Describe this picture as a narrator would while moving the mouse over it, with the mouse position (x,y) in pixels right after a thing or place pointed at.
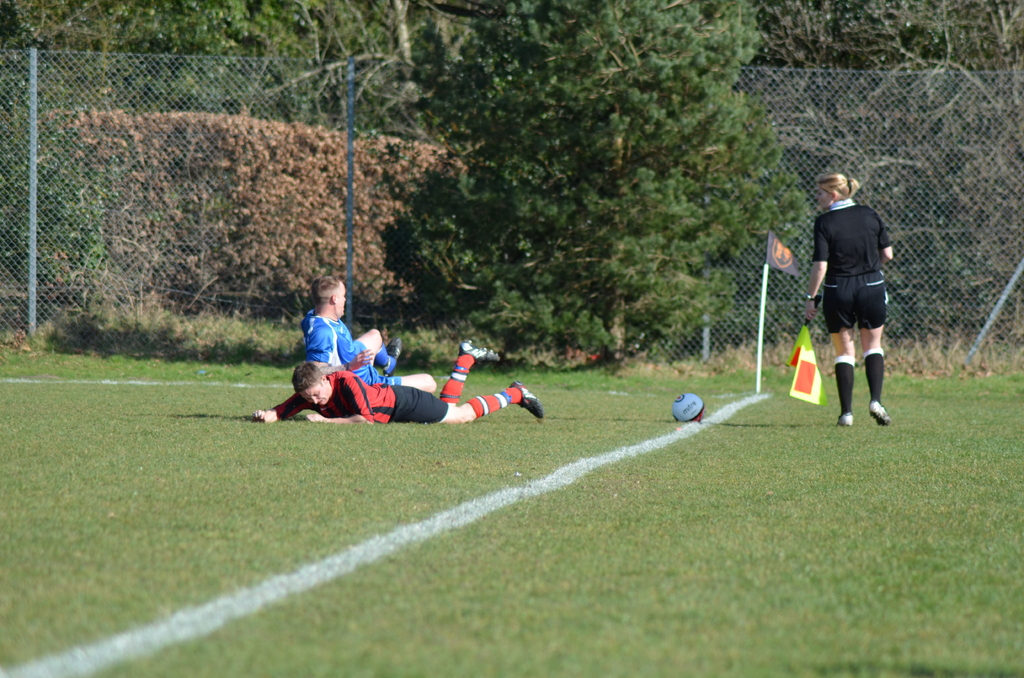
There are people (876,325) on the grassland (564,389), a boy (487,400) is lying and a flag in the foreground area of the image (337,388), there are trees (544,186) and a net fencing (781,171) in the background (509,128).
